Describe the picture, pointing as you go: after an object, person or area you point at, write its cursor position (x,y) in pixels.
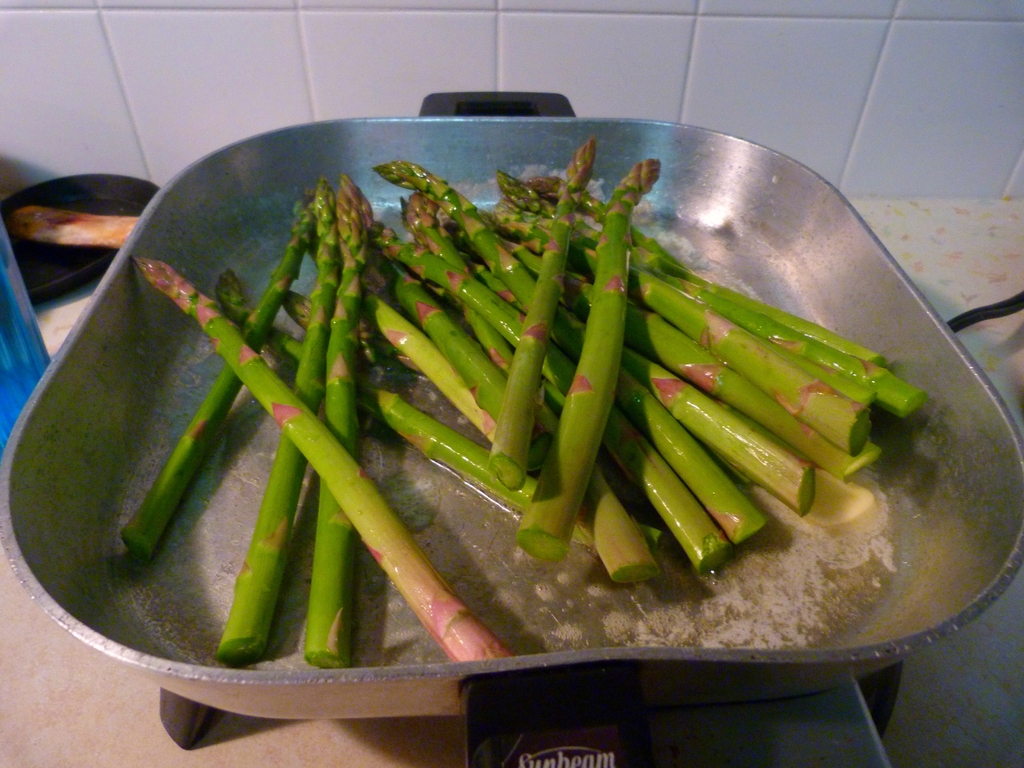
In this image I can see a countertop (70,695) and on the countertop (26,680) I can see a metal bowl (68,510). In the bowl (115,514) I can see few green colored objects (307,428) and in the background (974,99) I can see the white colored wall (751,126) and few other objects (23,219).
